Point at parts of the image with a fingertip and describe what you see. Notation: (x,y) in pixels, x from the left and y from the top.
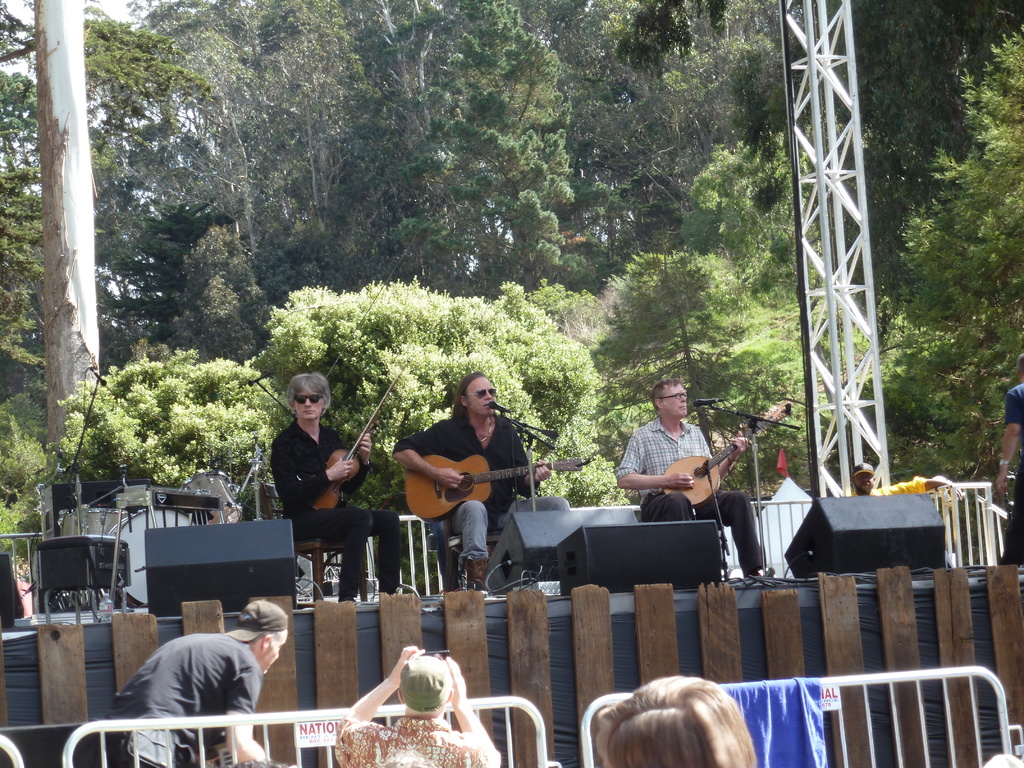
Here we can see a group of people (676,453) are sitting on chairs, and playing the guitar (690,460), and in front (533,477) here is the microphone (526,431), and at back (419,148) here are the trees (502,363).
